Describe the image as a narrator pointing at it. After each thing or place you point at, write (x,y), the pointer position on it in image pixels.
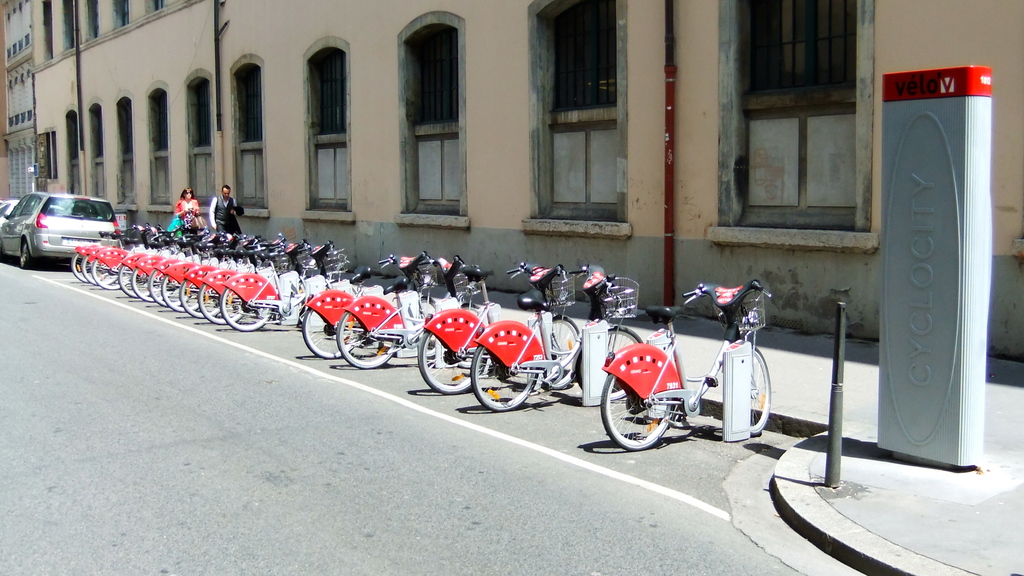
In this image I can see some bicycles (333,287) and a car (82,235) on the road (351,433). I can see two people (211,207). In the background (166,93), I can see the building (129,103).
